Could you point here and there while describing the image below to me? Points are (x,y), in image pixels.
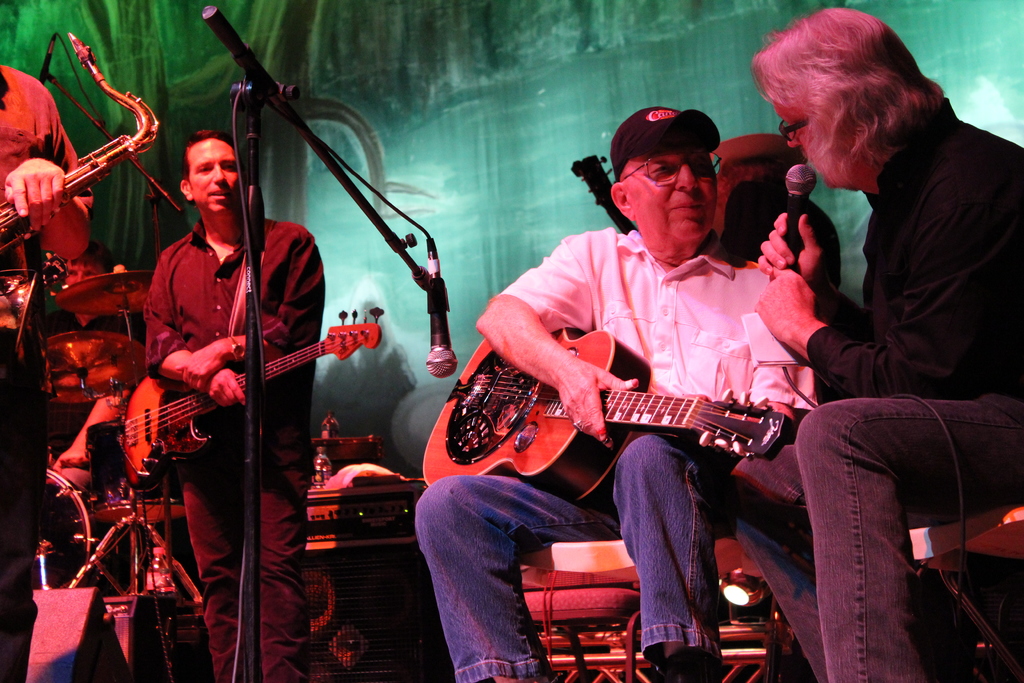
Here we can see a man (792,251) holding a mike (794,232) in his hand (779,243) and other man (664,181) wearing a cap (641,131), spectacles (674,169) and he is holding a guitar (729,441) in his hands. We can see a man (191,329) standing and holding a guitar (267,378). This is a mike (255,138). We can see a musical instruments (72,177) in person's hand (50,193).
